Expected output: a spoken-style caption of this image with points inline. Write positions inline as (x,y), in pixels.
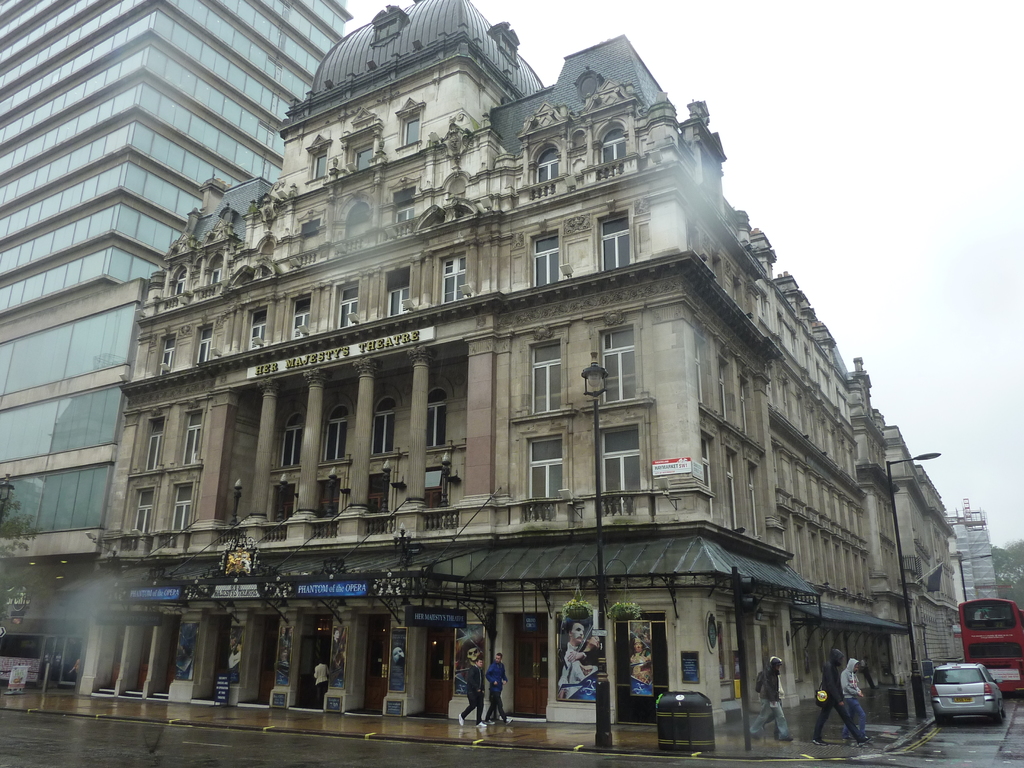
In this image I can see the vehicles (981,698) on the road (967,743). To the side of the road (913,767) I can see poles (746,719), few people (785,734), dustbin (706,724) and the buildings (406,418) with boards (563,678). In the background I can see the trees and the sky (850,198).
